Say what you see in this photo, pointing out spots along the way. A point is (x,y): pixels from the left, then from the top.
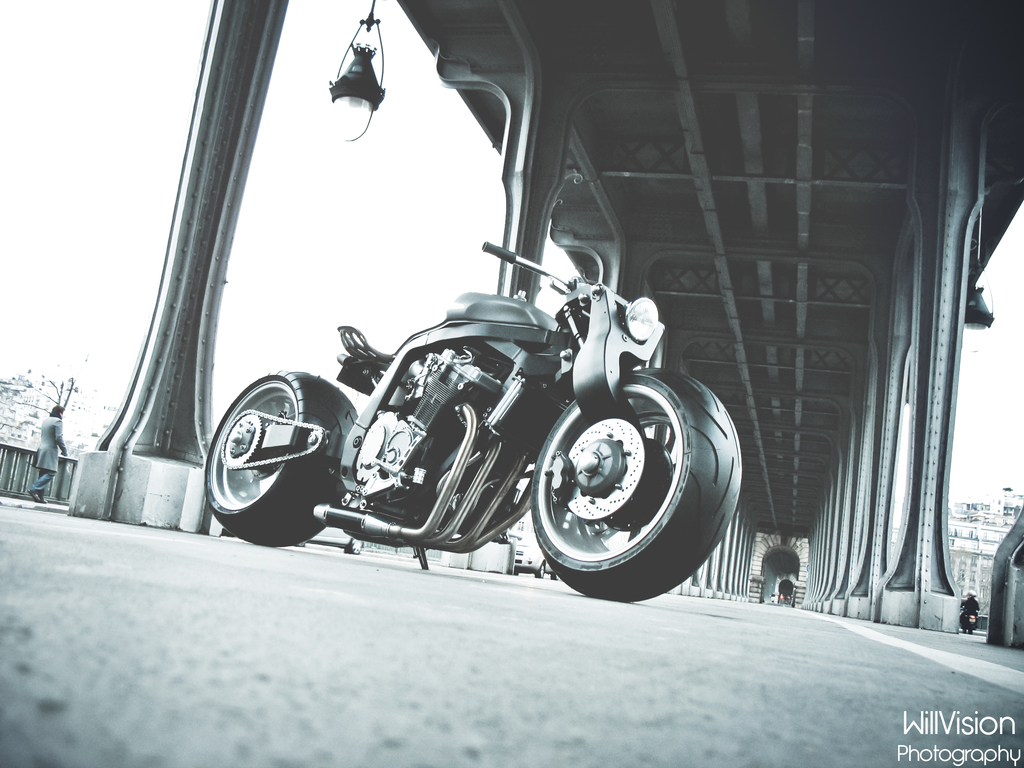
In the image we can see black and white picture of two wheeler (443,452), bridge (766,210) and the road (684,712). There are even people (53,446) wearing clothes (43,457). Here we can see a car (525,545), buildings (37,416) and the sky (160,192). On the bottom right (986,730) we can see watermark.
